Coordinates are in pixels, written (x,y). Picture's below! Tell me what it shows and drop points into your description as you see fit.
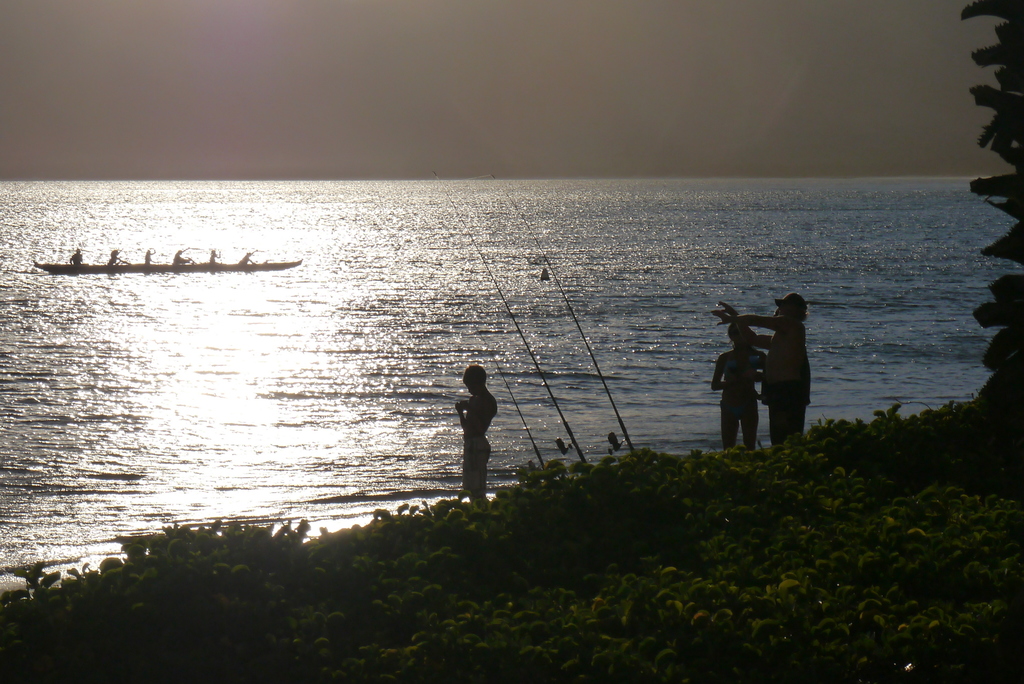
In this image we can see three persons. Beside the persons (466,469) we can see the fishing rods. At the bottom (587,511) there are groups of plants (557,515). Behind the person (794,426) we can see the water (106,252). There are few people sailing on the boat (145,267). At the top (340,109) we can see the sky (425,128).
